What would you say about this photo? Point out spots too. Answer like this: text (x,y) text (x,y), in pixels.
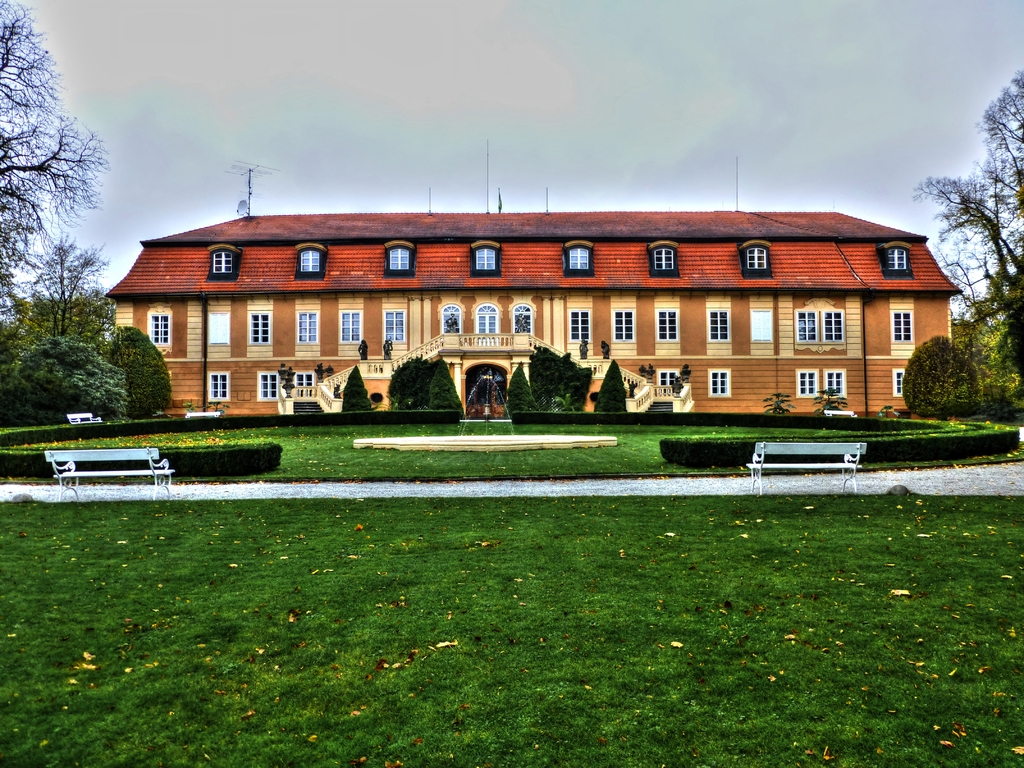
In this image there is a building (457,272). Before it there is a water fountain (489,412). There are trees (6,382) and plants (714,449) on the grassland (680,554). Two benches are on the path (915,485). Top of the image (752,130) there is sky (504,107).
